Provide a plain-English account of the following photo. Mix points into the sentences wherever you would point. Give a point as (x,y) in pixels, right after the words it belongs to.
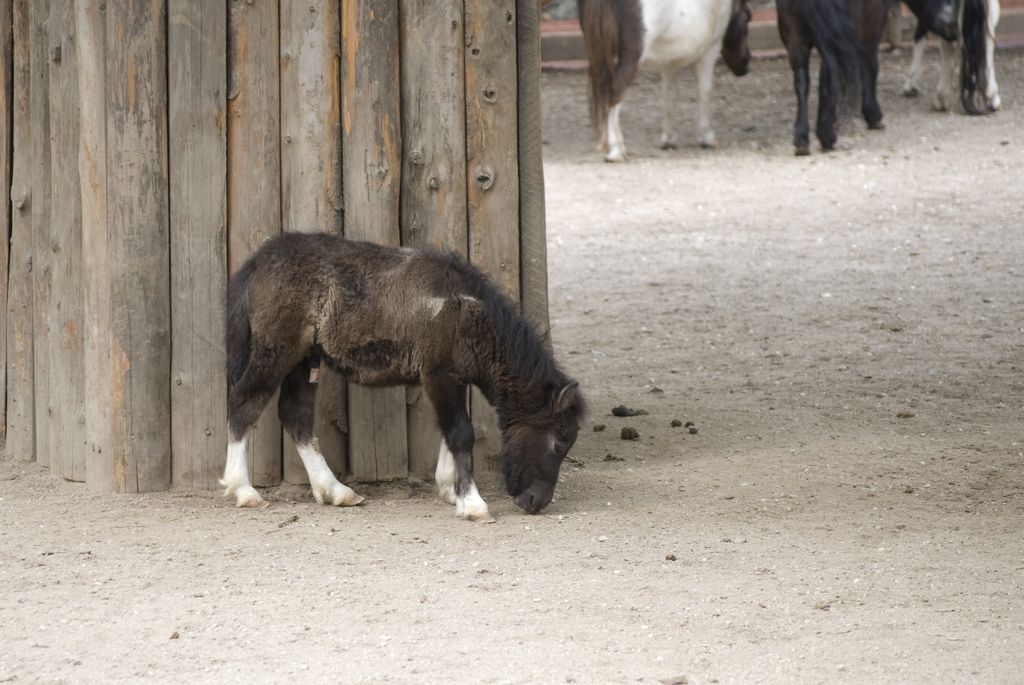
In this image I can see few animals (426,317), they are in brown and white color. In the background (448,141) I can see the wooden wall (455,128).
